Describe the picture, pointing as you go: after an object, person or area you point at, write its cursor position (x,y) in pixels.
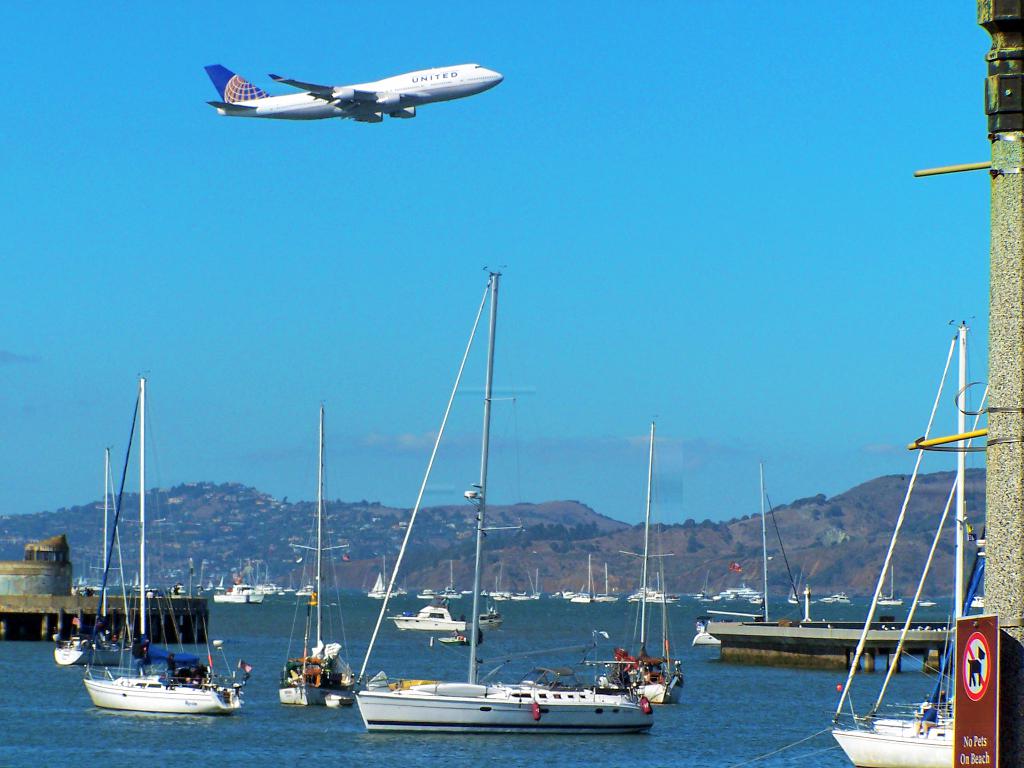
In this image I can see few boats (614,716) on the water (744,711). background (941,537) I can see mountains (524,517), trees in green color. I can see an aircraft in white color and sky (458,230) in blue.
